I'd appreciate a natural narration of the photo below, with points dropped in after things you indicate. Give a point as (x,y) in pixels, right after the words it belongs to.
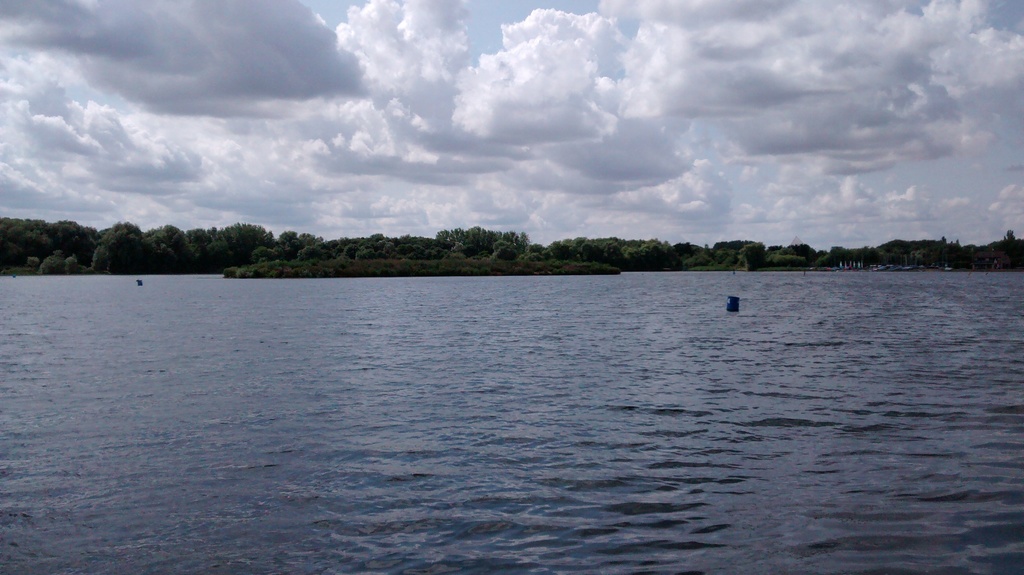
In the image we can see the water (429,470), trees (425,256) and the cloudy sky (485,136).
